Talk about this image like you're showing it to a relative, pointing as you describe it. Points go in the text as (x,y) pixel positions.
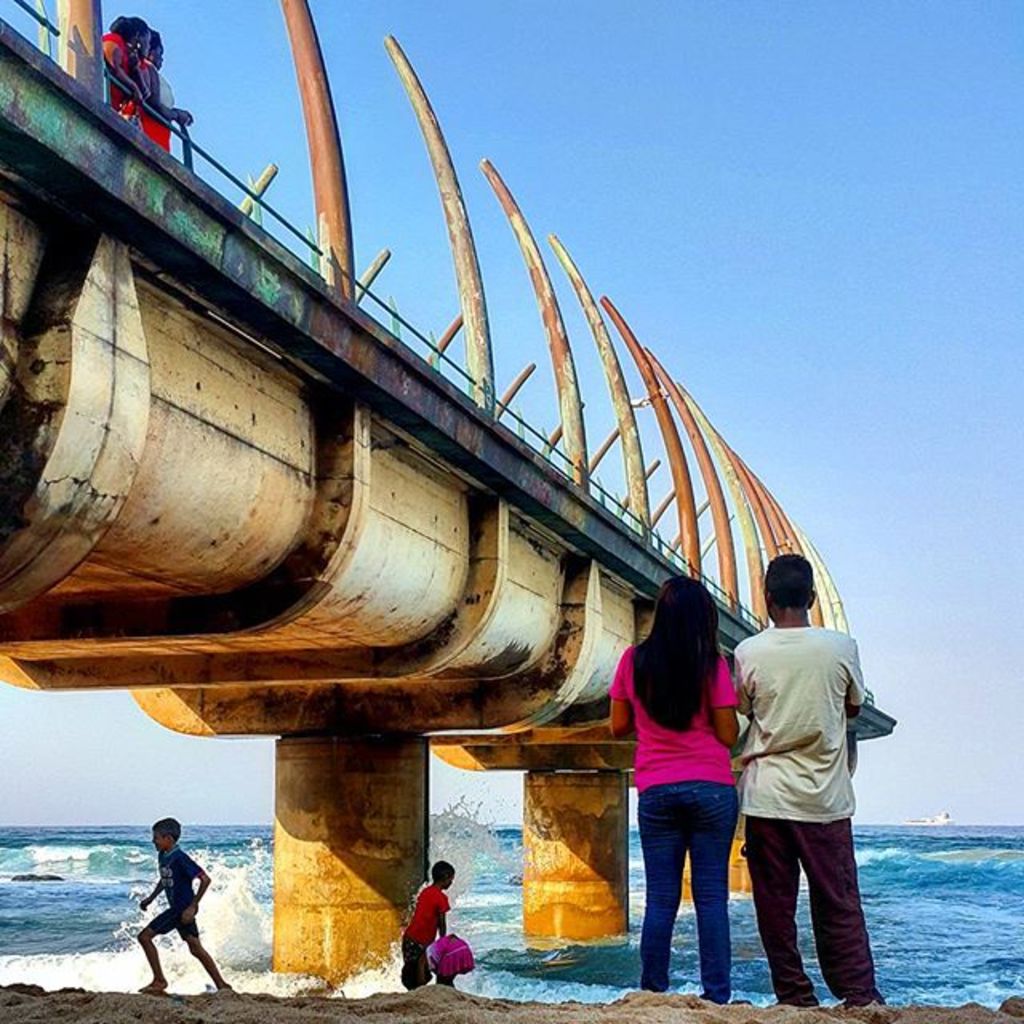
In this image I can see a bridge (494,620) visible on the sea (522,871), in front of the sea (237,884) I can see three children's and I can see two persons (721,737) visible on the right side (696,851) and at the top of the bridge (101,79) I can see two persons (173,110) standing in front of the fence (186,138). At the top (632,138) I can see the sky (682,213).
